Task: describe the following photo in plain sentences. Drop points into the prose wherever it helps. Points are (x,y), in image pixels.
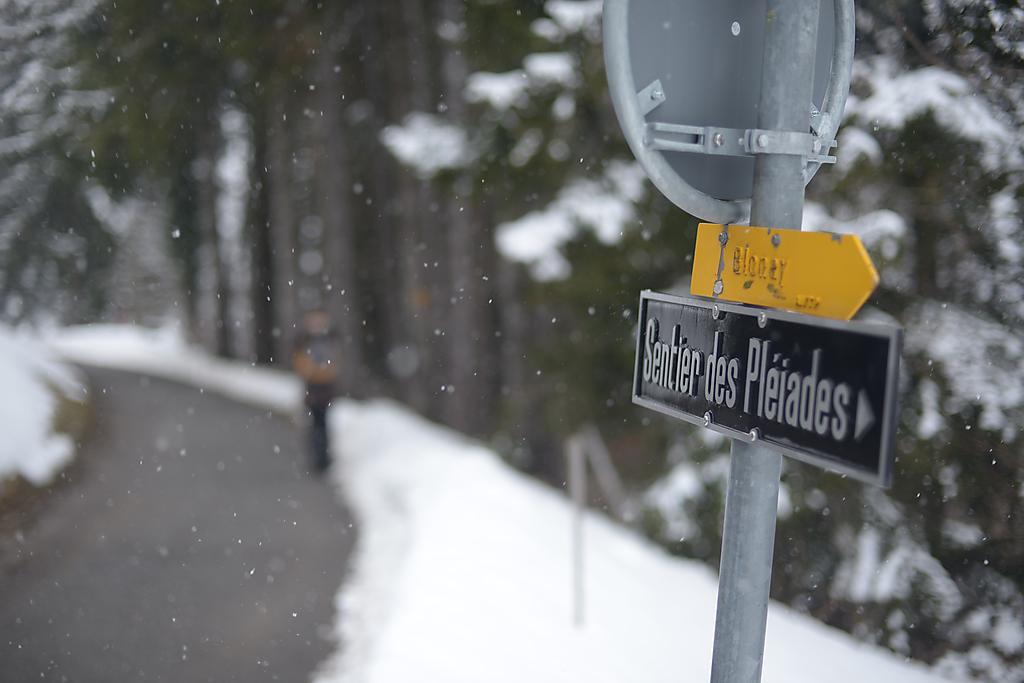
On the right side of the image (817,450) we can see sign board (819,415). On the left (244,590) there is a road (243,569) and snow (479,570). In the background (487,334) there are trees (500,291).
